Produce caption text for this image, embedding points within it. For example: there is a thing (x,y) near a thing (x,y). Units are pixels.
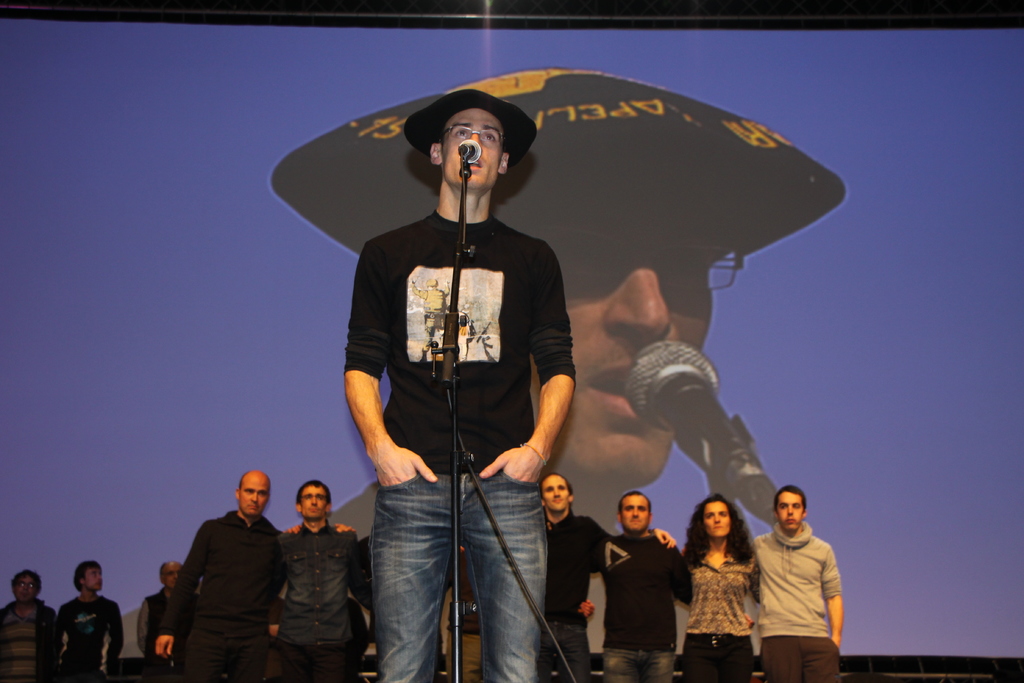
In the middle of this image (481,331), there is a person (466,318) in a black color t-shirt (408,264), wearing a cap (494,110), standing and speaking in front of a mic (462,145), which is attached to a stand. In the background (362,571), there are other persons (215,570) standing and there is a screen (710,95) arranged.
